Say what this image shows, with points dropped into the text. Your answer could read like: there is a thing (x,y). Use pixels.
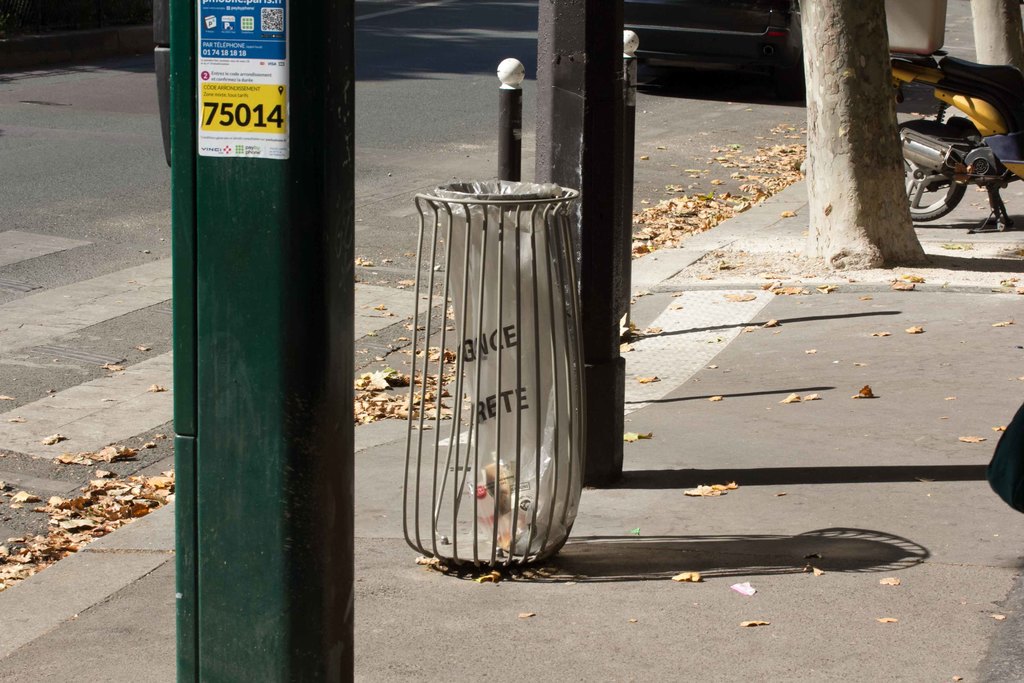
In this image I can see the road (39,240), a sidewalk (798,430), few poles (249,604) on the side walk (593,542), a vehicle (670,58) on the road (46,209), a motor bike (979,139) on the sidewalk (985,454), a bin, a tree (866,60) and few leaves (775,148) on the ground (702,222) which are brown in color.
